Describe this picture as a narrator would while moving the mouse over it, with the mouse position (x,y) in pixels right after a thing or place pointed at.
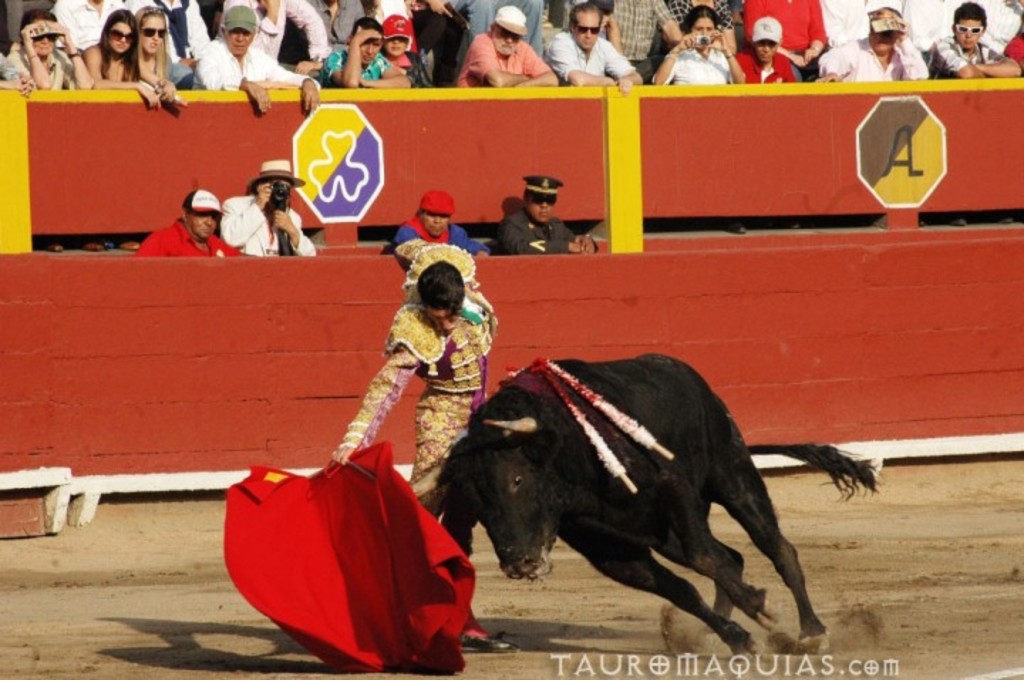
In the image we can see there is a man (436,335) standing and he is holding red colour cloth (348,547). Beside him there is a bull (620,504) standing on the ground (638,618) and the ground (519,633) is covered with sand (620,612). Behind there are spectators (254,233) standing and watching them.
